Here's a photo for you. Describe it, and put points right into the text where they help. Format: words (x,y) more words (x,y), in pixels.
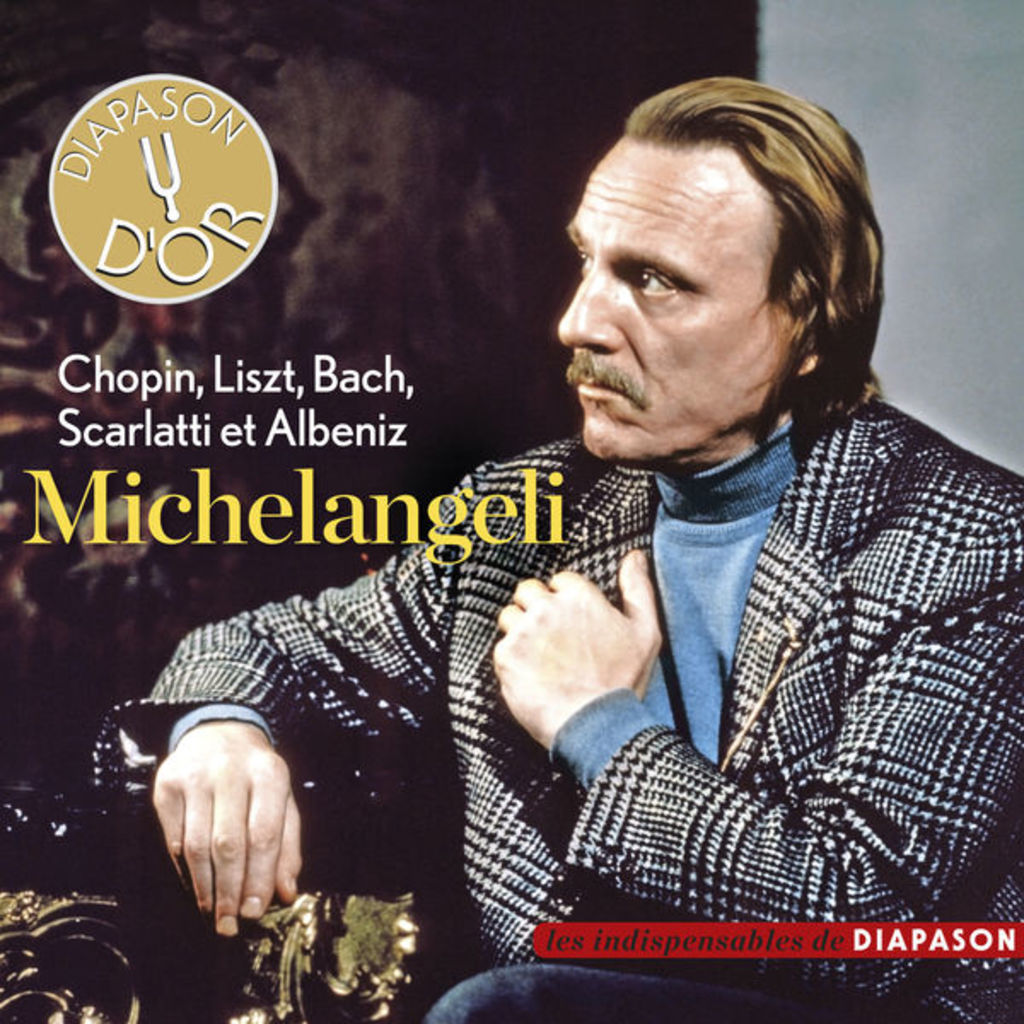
In this image there is a poster (575,395). Right side (706,311) there is a person (795,689) sitting on the chair (362,824). Background (931,255) there is a wall (500,122). Left side (230,122) there is some text (230,140).
